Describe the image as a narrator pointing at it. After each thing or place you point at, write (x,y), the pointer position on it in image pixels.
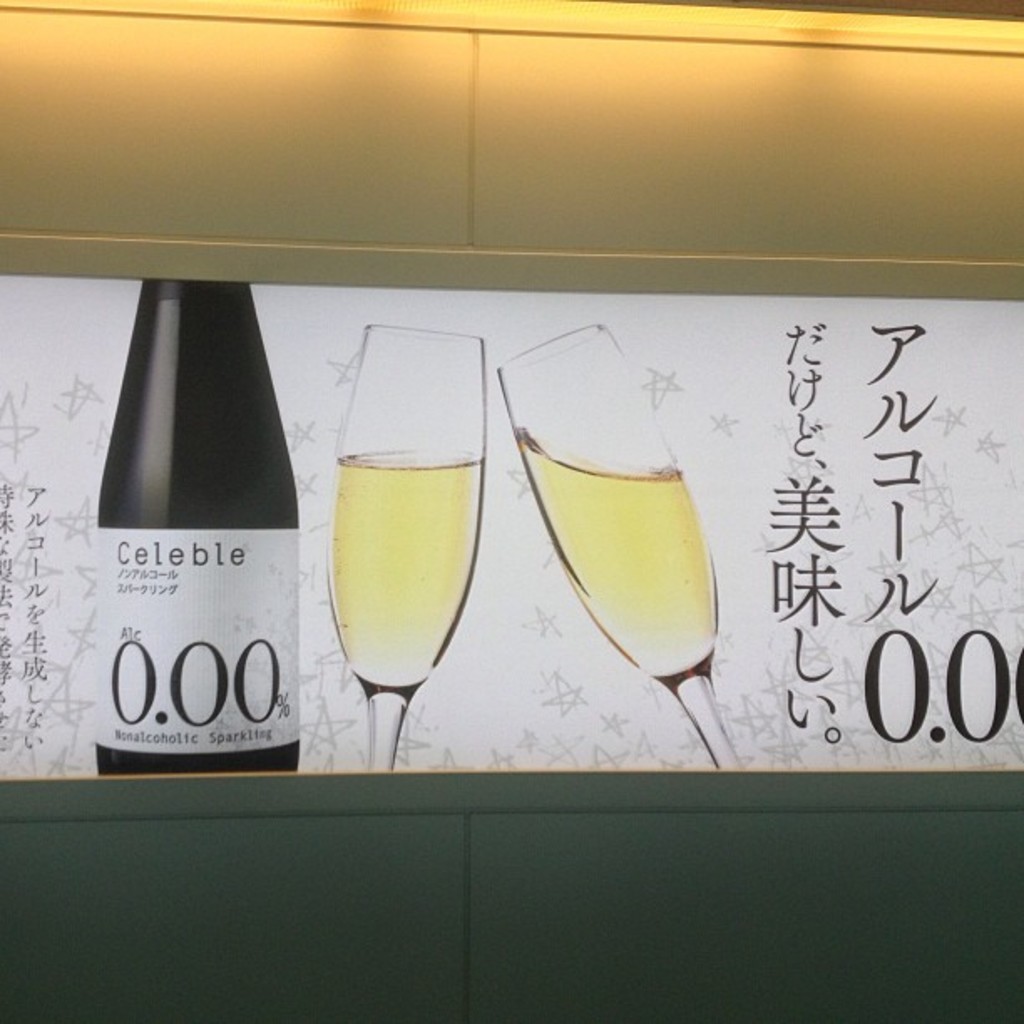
In this picture we can see a poster (409,732), on this poster (466,723) we can see a bottle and glasses (394,744) with drink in it and some text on it and we can see a wall (814,143) in the background (800,117).
